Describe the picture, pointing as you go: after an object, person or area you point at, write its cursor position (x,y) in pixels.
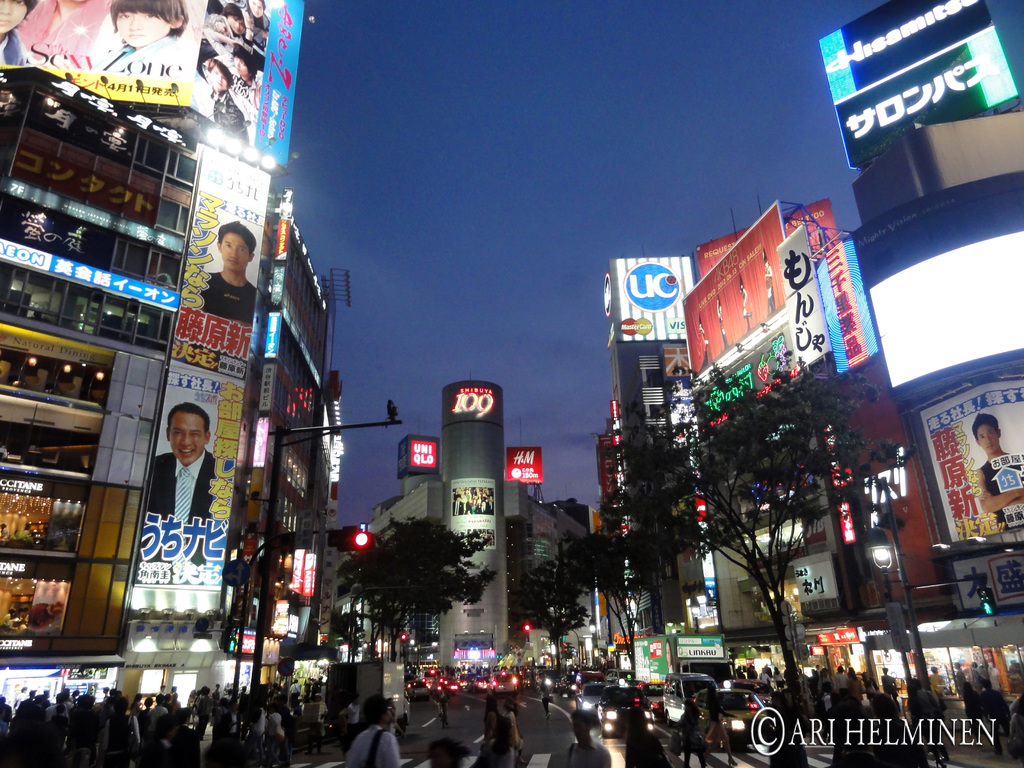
In this image we can see trees (411,568), light poles (896,531), buildings (284,401), hoarding (807,301), screen (897,324), people (185,730) and vehicles (477,675). Background (464,135) there is a sky (501,62). Right side bottom of the image (958,731) there is a watermark (916,724).
